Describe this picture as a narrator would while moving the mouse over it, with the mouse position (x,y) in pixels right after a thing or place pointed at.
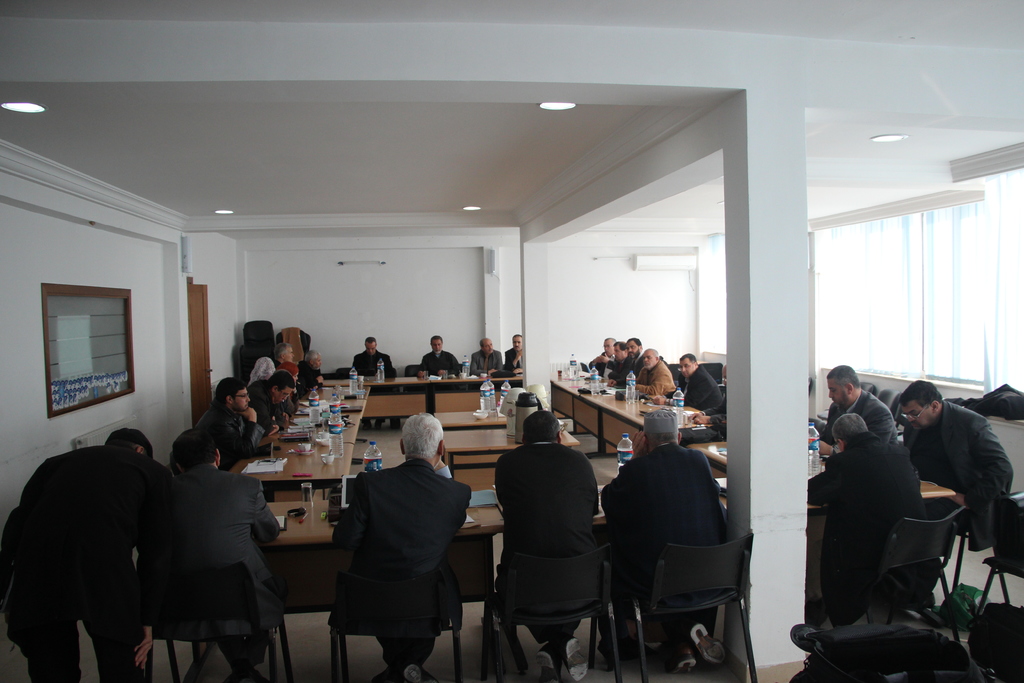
This is a room (651,305) looks like a conference hall (566,364) and group of people (584,511) are sitting on the chair (556,563). It looks like a meeting is going on here. On the table (314,455) we can see water bottles (488,396), glass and few papers (262,470). There is a pillar (768,377) here. On the roof top (352,151) we can see lights (24,106) and here on the right (954,289) there is a window (945,277) with curtains (943,279).
